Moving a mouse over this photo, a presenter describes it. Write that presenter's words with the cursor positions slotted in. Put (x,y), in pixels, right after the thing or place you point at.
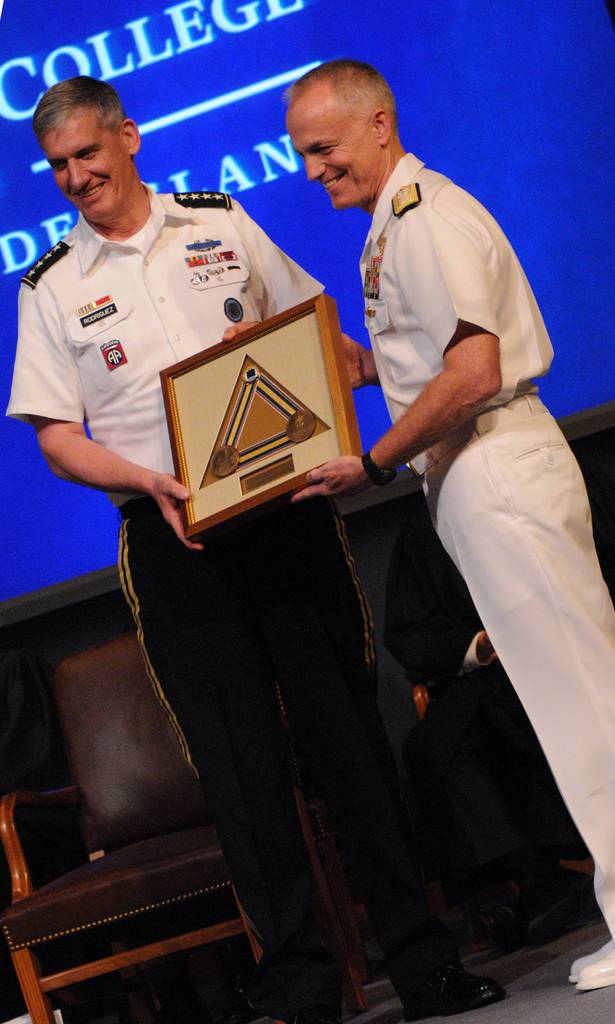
In the image we can see two persons (485,502) were standing and they were holding frame (241,458). And they were smiling which we can see on their face (108,219). And coming to the background (468,96) we can see the screen (541,154) and chair (112,737).
